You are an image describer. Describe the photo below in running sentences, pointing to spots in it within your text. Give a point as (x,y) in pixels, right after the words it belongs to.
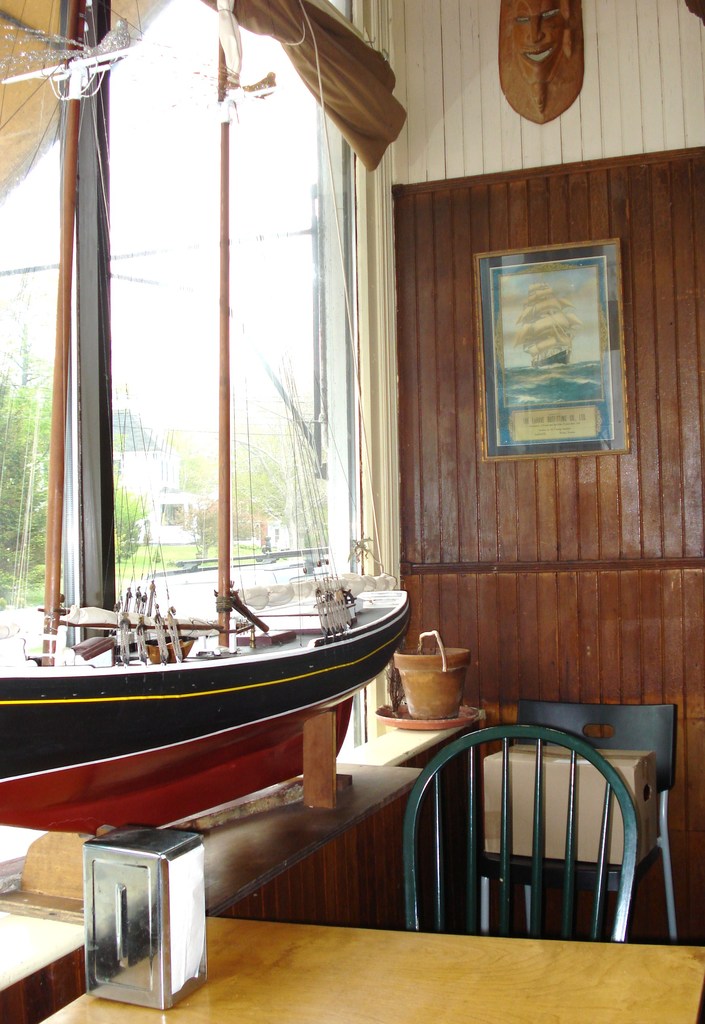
This image is clicked inside the room (493,791). At the bottom (236,965), there is a table (691,966) on which there is a steel box (129,885). And there are chairs (573,846). On the left (21,683), we can see a ship (302,653) in red color. In the background (515,518), there is a wall (580,530) made up wood (632,296) on which there is a frame (580,417). On the left (177,426), we can see a window (329,442). Through the window (107,504) we can see many trees (206,524).
